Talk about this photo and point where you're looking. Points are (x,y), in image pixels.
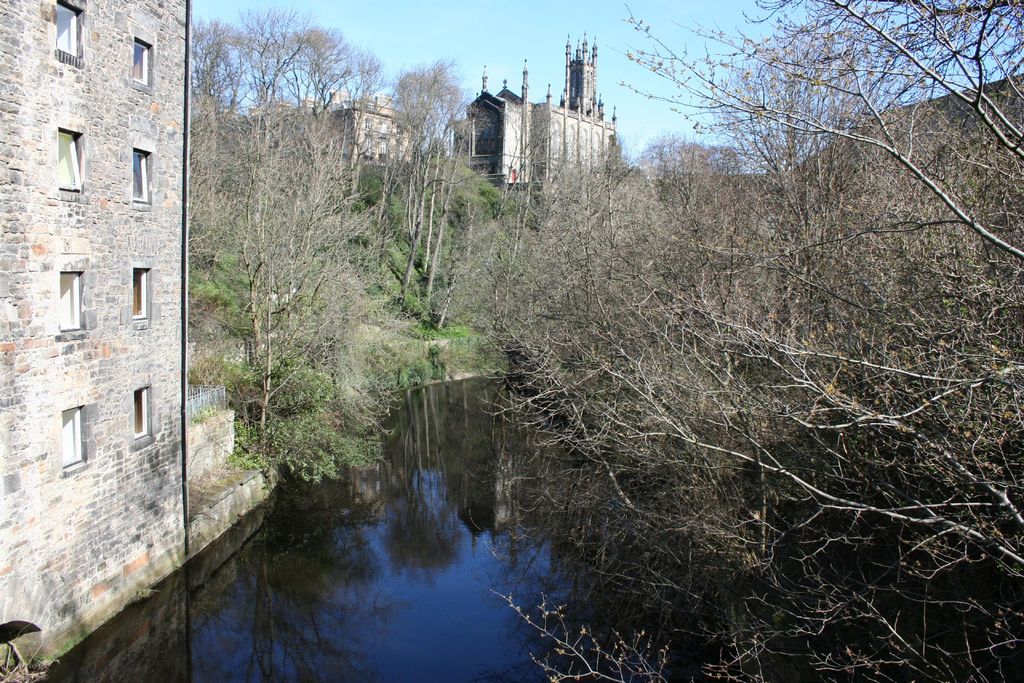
This is an outside view. At the bottom of the image (370,589) there is a river (447,509). On the right side (748,376), I can see some trees (696,334). On the left side (113,206) there are some buildings (392,152). On the top of the image (486,35) I can see the sky (459,38).
